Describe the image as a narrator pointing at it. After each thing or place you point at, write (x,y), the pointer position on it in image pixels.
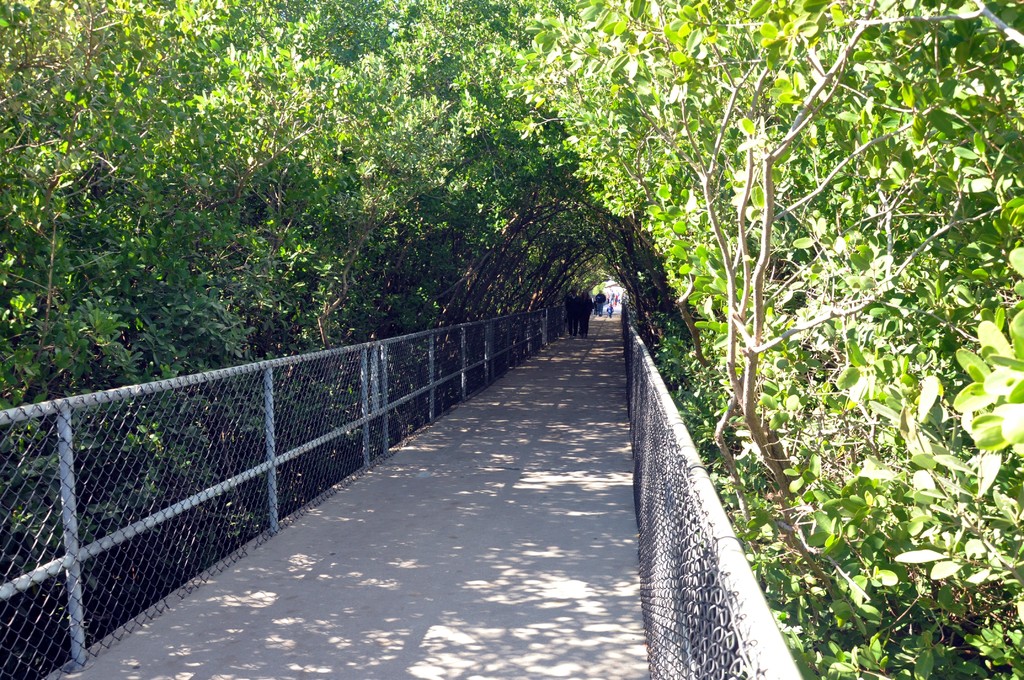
In this image I can see a walkway (541,431) in the center (549,397). There are fences (191,505) on the either sides. There are people (577,301) present at the back (596,292) and there are plants (802,156).
